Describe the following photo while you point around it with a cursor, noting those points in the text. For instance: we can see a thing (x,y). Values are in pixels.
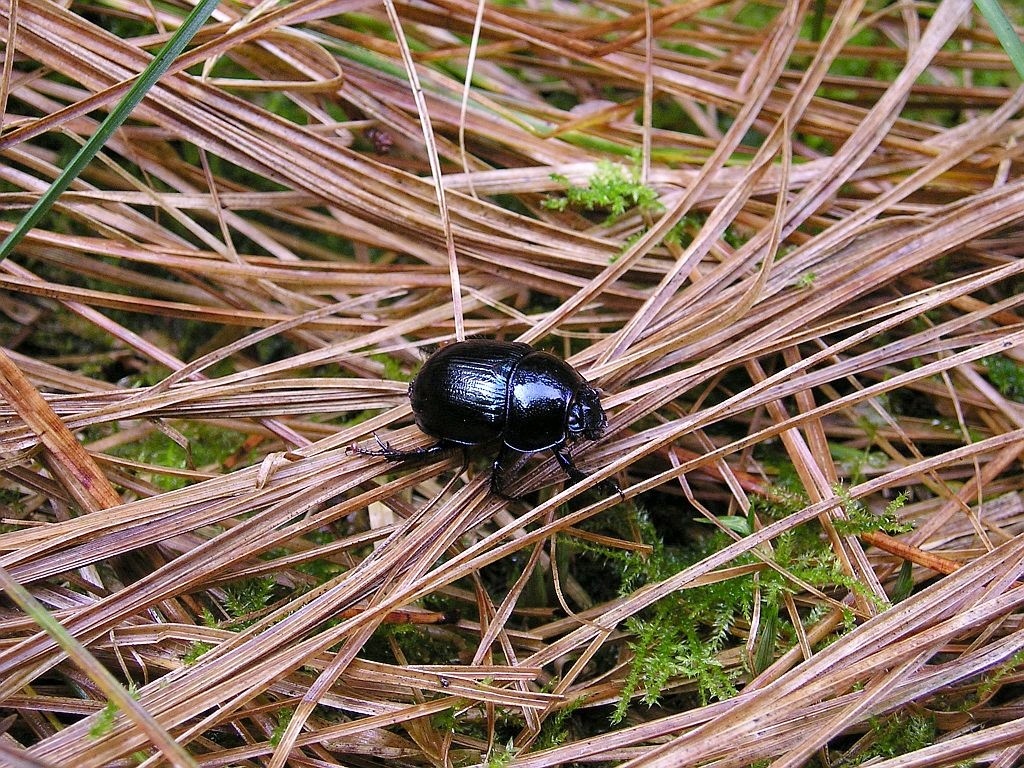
In the picture i can see an insect (505,448) which is in black color and we can see some leaves (536,459) which are in brown and green color.
